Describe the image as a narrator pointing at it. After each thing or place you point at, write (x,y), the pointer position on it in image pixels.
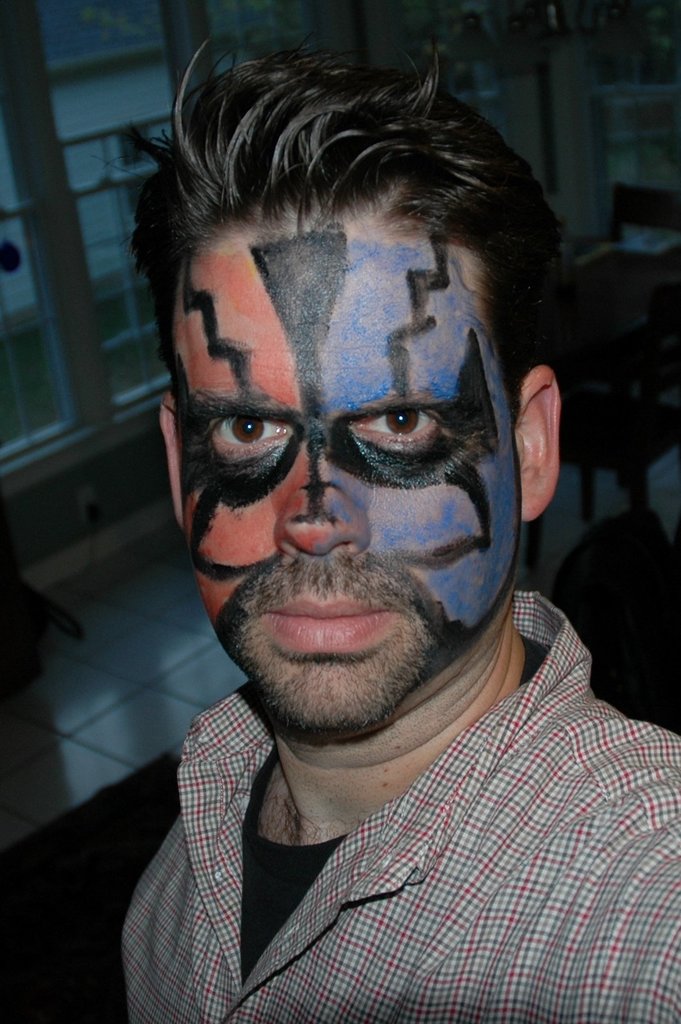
In this picture I can see there is a man (585,899), he is wearing a shirt (329,876) and there is a painting (383,500) on his face (326,507). The backdrop (79,290) is a bit dark and blurred.
